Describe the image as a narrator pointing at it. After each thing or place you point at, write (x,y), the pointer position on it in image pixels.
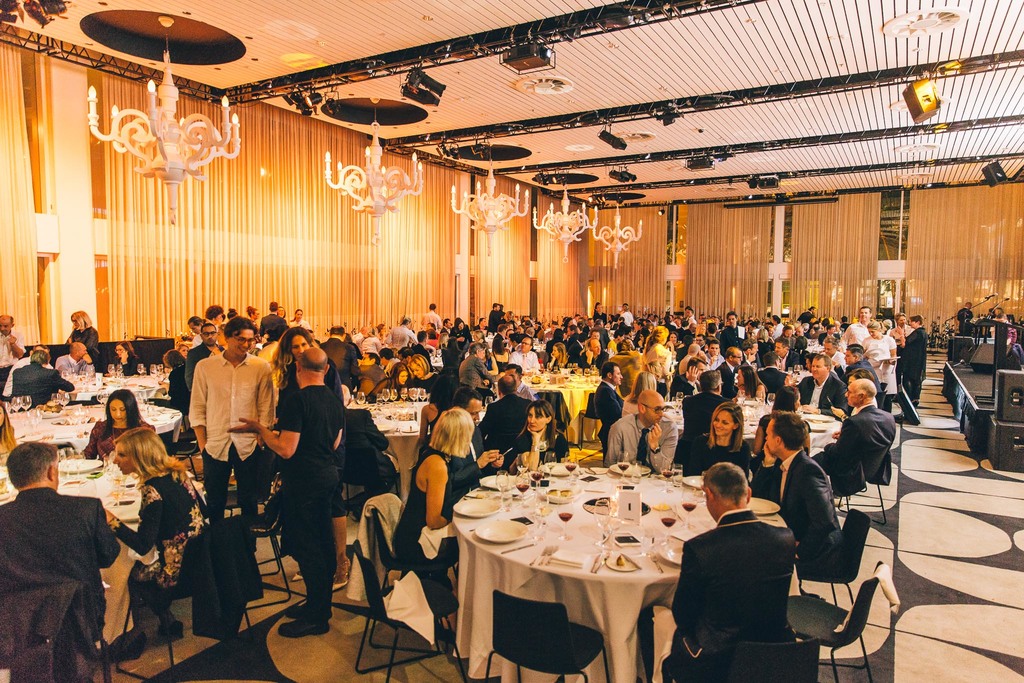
This picture is clicked inside restaurant (198,74). Here, we see many people (489,361) sitting on chairs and also we see many tables (513,544) on which plate (500,534), spoon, glass (565,527), fork (548,556) are placed on it and on background (350,225), we see a wall (273,236) and curtains (394,236) which are yellow in color.
